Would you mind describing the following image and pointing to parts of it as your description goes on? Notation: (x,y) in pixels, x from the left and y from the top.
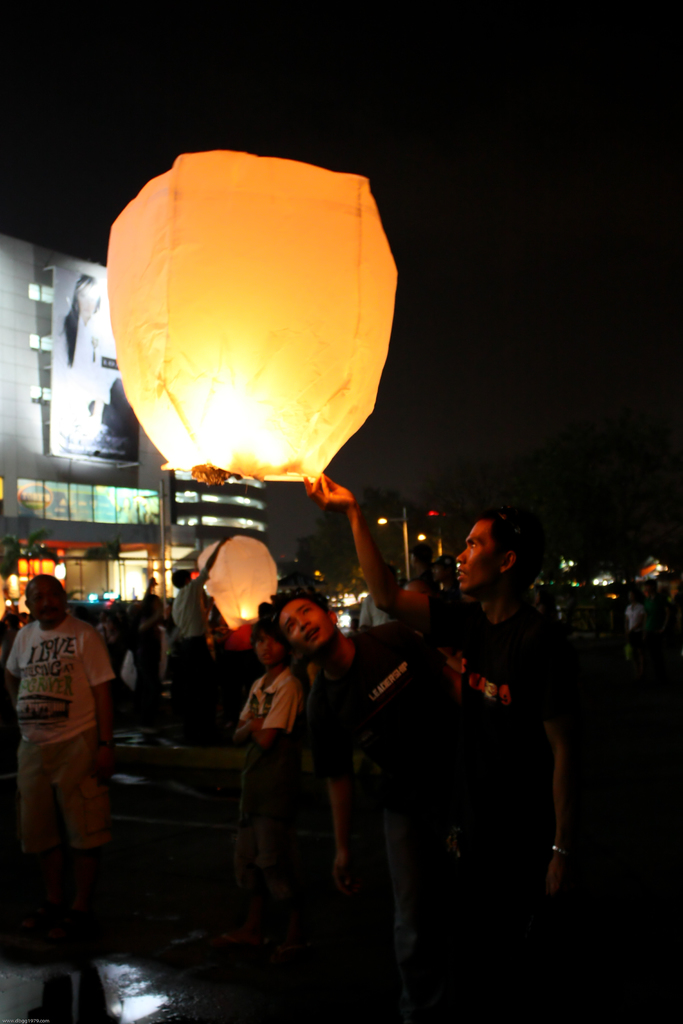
In this picture we can see a group of people (258,634), lanterns (215,229), building (84,467), banner (90,396), lights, some objects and in the background (558,410) it is dark.
